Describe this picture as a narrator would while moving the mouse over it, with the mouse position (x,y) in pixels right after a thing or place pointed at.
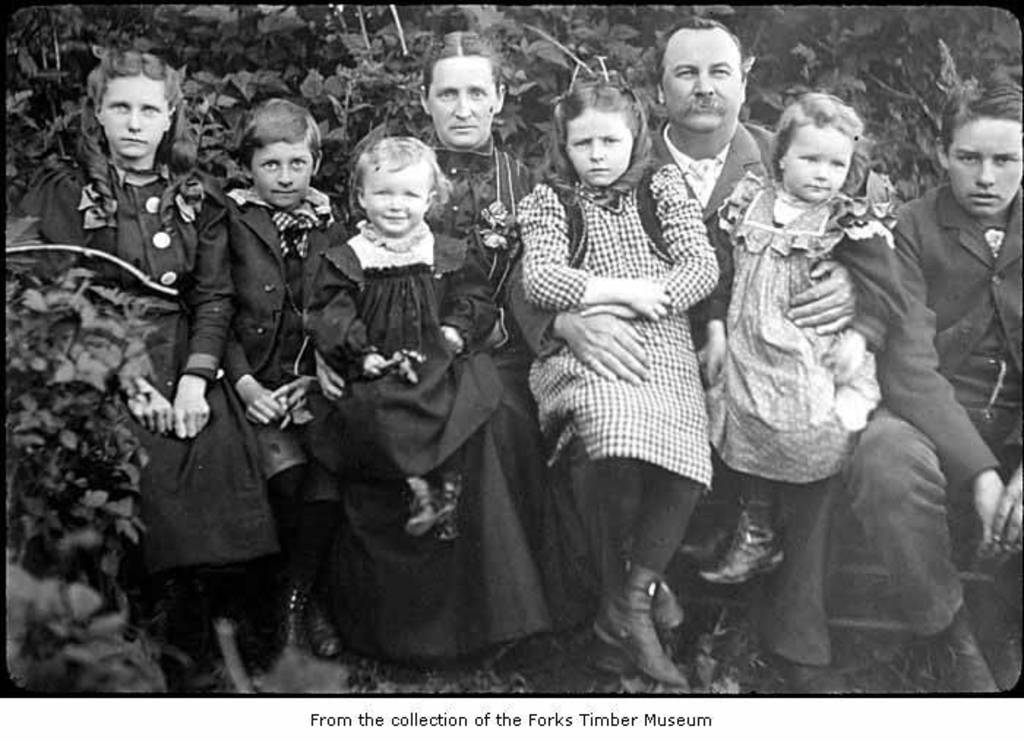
This is the picture of a photograph (643,458) in which there are some people (505,396) and around there are some trees (904,15) and plants (32,301).
